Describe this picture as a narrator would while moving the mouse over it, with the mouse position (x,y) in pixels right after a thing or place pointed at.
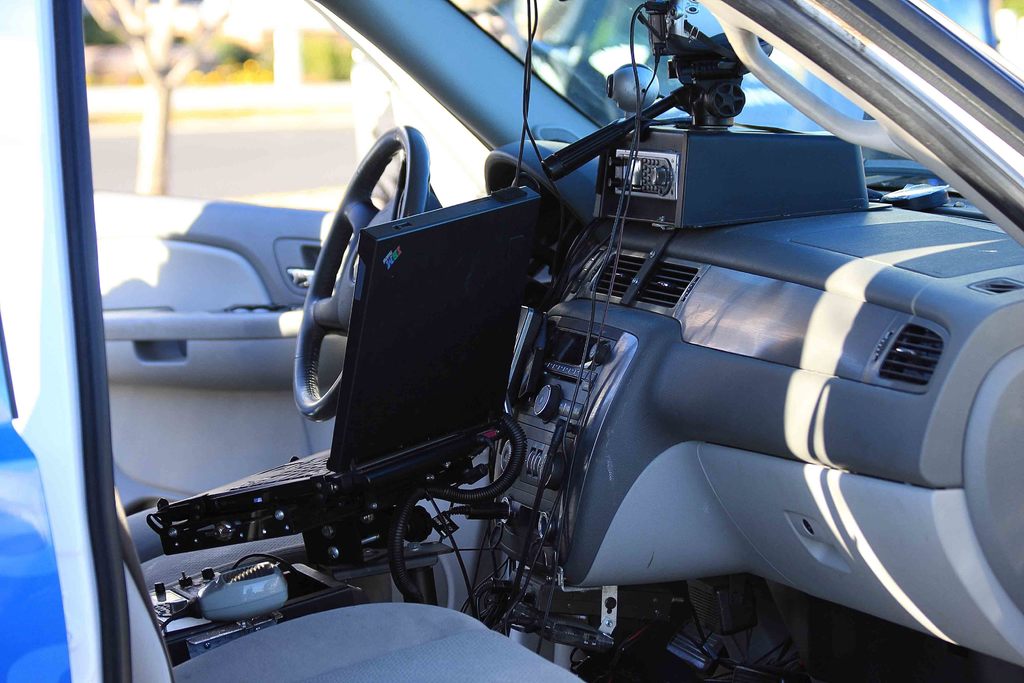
In this image I can see the inside view of the vehicle (617,555). In the vehicle (280,344) I can see the steering (312,346), music system (533,398), seats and many black color objects (415,460). In the background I can see a tree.
